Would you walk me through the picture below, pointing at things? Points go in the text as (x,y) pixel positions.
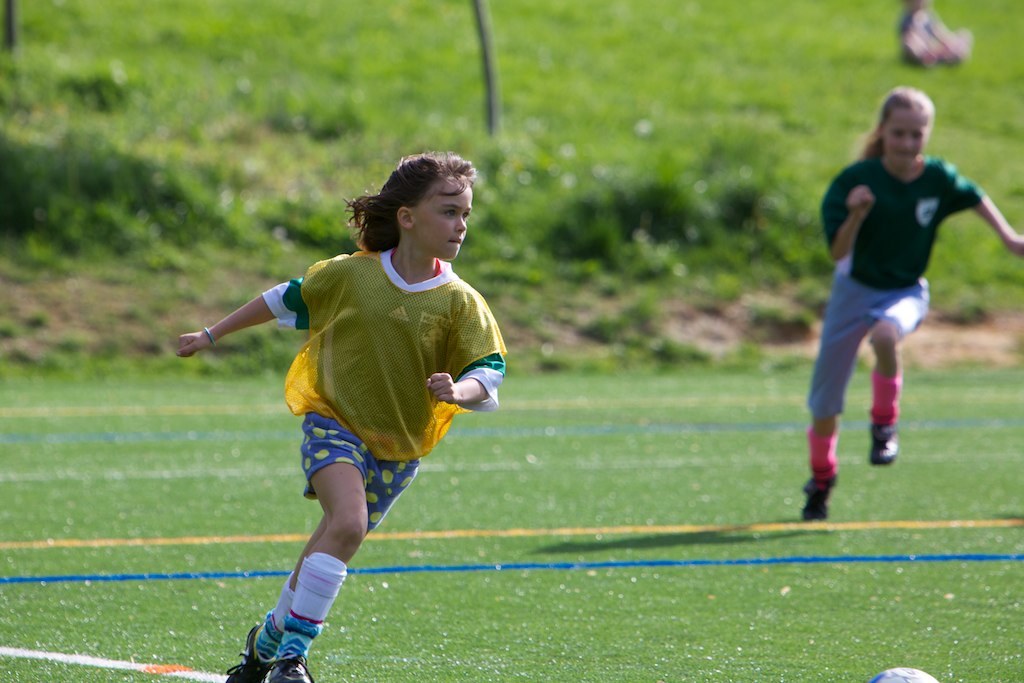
In this image we can see people (873,260) playing a game. At the bottom (905,678) there is a ball (896,677). In the background (199,133) there is grass (477,204).
